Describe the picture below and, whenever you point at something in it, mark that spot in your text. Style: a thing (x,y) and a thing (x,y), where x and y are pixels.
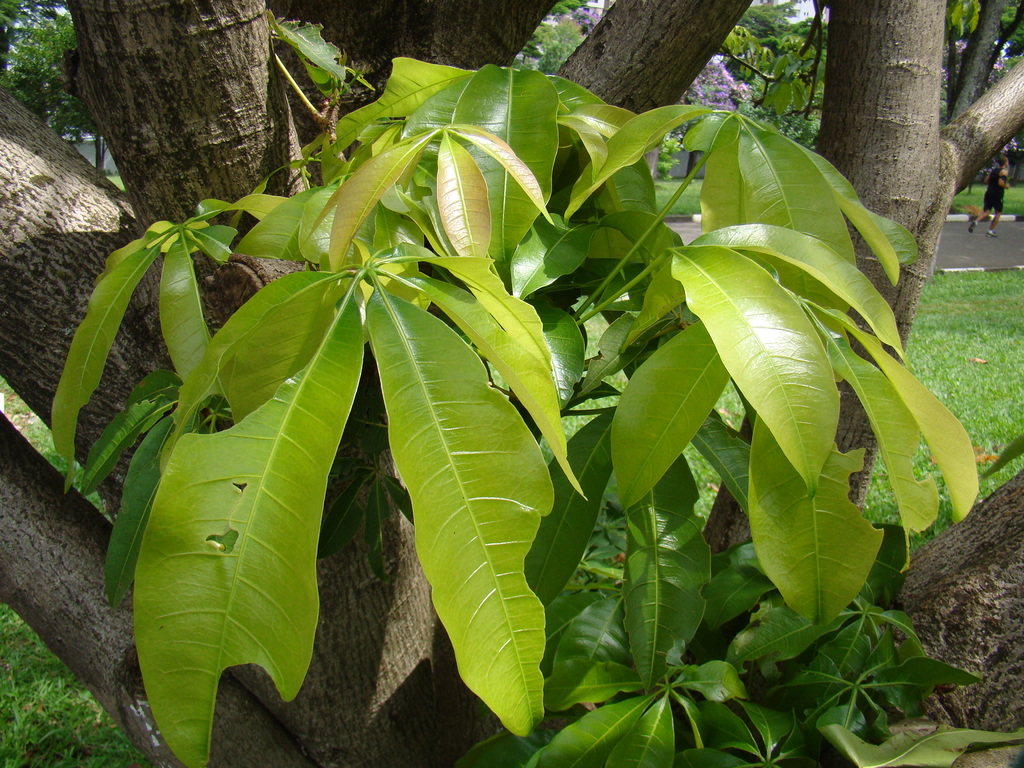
In this picture we can see a tree (418,664) and in the background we can see a person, grass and trees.
